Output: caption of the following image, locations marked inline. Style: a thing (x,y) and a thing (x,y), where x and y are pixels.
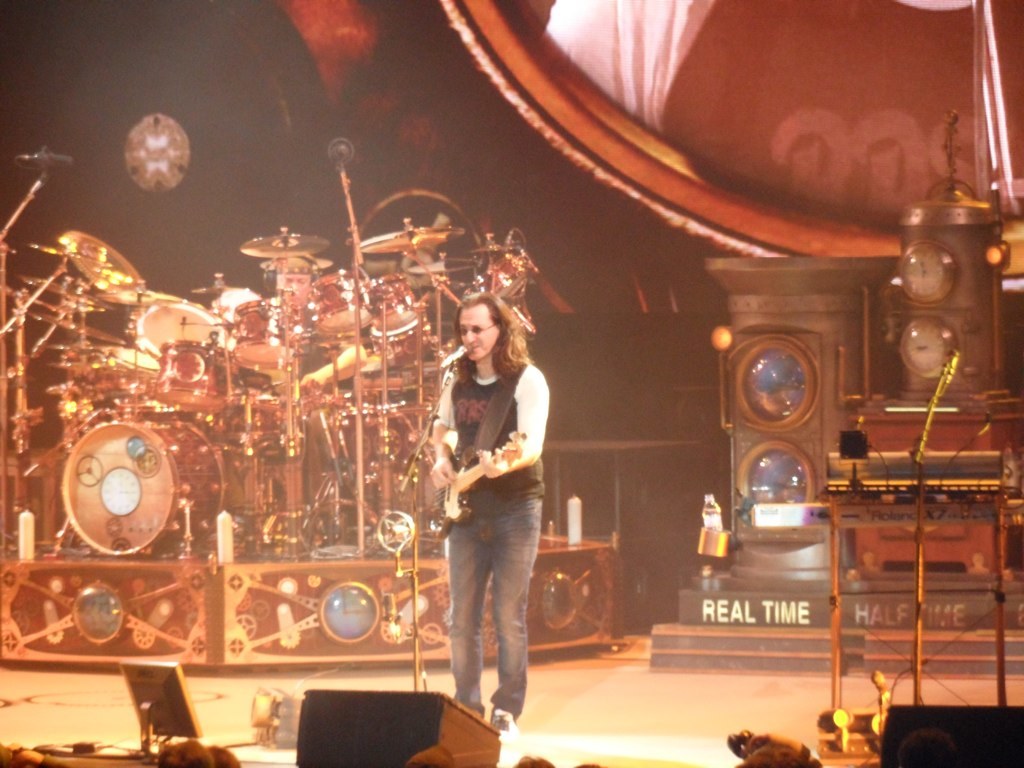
This image looks like it is clicked in a program. Where a person (488,469) is performing music. In the middle (480,456) the person (487,492) is playing guitar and singing in the mic (450,358). In the background (208,462), there is a band setup (98,410) and a screen (610,186). To the right (891,489), there is a piano (931,499). At the bottom (349,728), there is a speaker (349,728) and light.
